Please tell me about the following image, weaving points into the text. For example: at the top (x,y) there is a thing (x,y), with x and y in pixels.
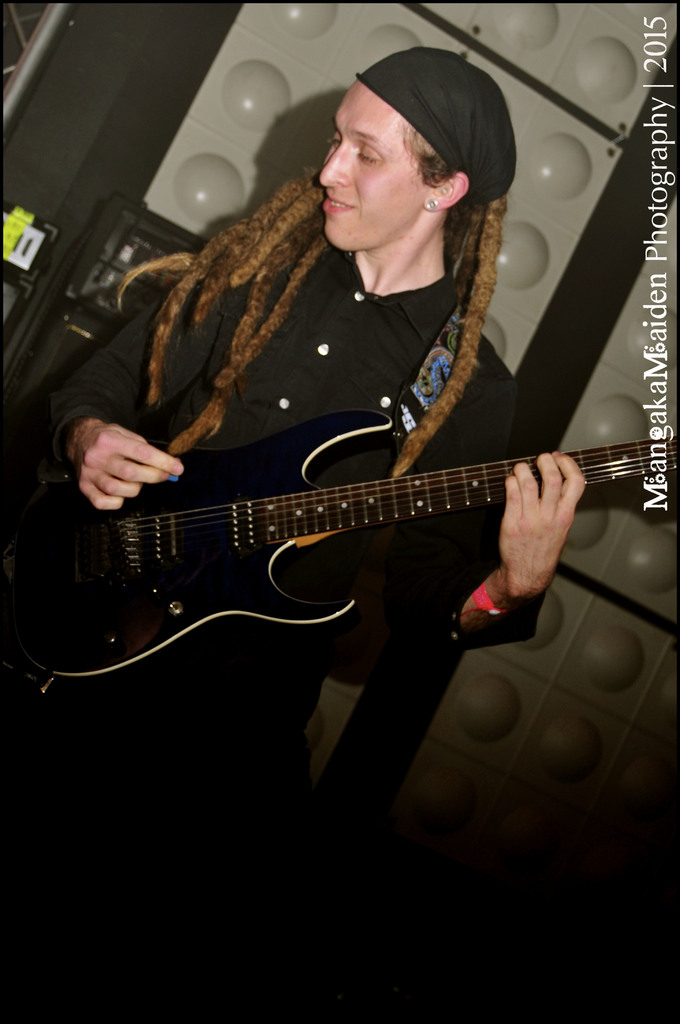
In this image I can see a person (423,214) wearing black color dress (316,367) is holding a guitar (225,506) in hands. In the background (137,223) I can see few objects (294,104) which are black and grey in color.
